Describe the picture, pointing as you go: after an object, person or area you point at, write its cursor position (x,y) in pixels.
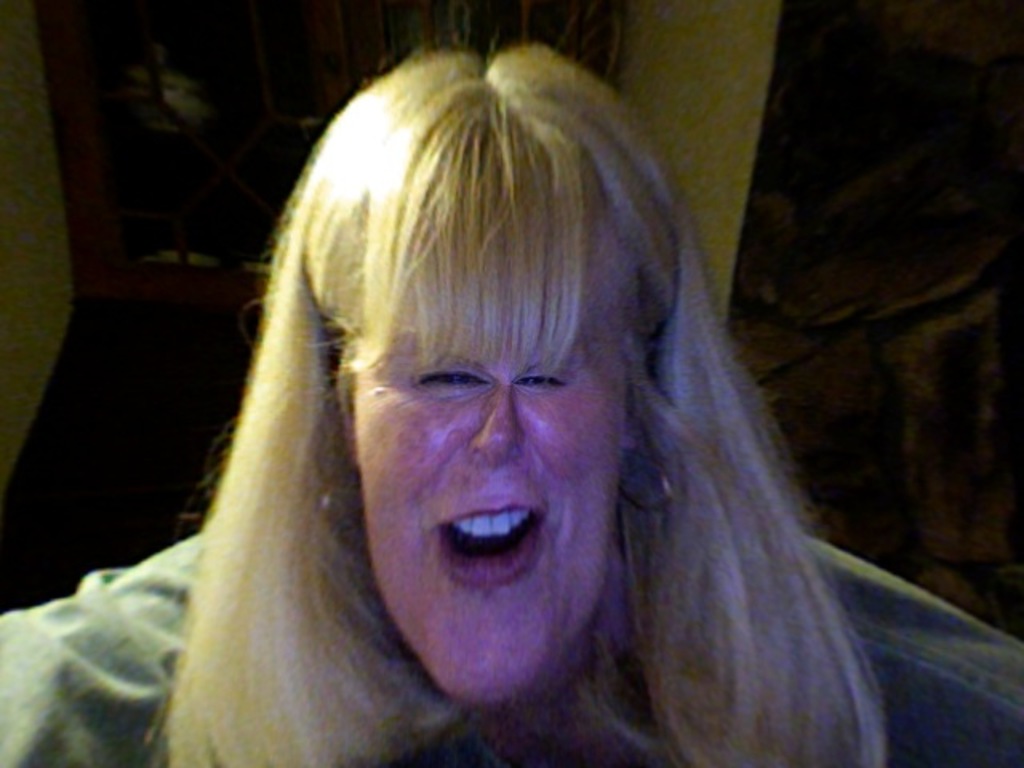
In the picture there is a woman (885,741) present, behind there may be a wall (952,91).
